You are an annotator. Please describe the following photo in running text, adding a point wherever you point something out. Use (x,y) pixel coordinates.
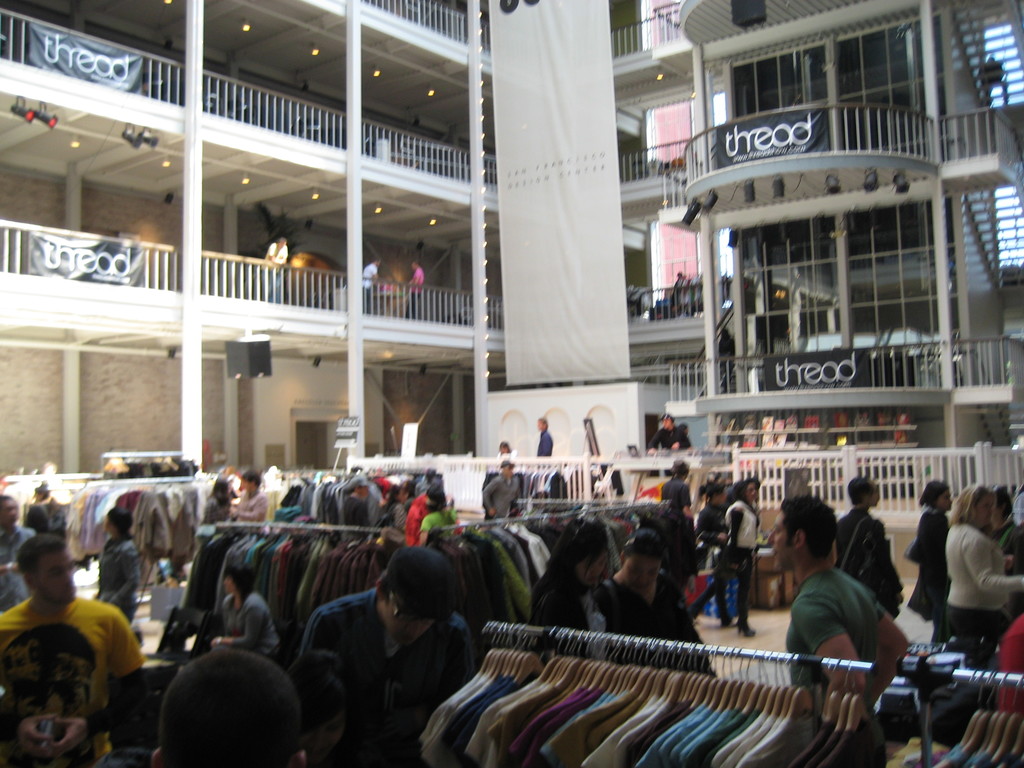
In this image we can see there is an inside view of the building (259,382) and there are clothes (634,700) attached to the stand (594,640). And there are some people (737,556) walking on the floor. At the top (554,97) there are stairs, banner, speaker (252,365), fence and few objects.
